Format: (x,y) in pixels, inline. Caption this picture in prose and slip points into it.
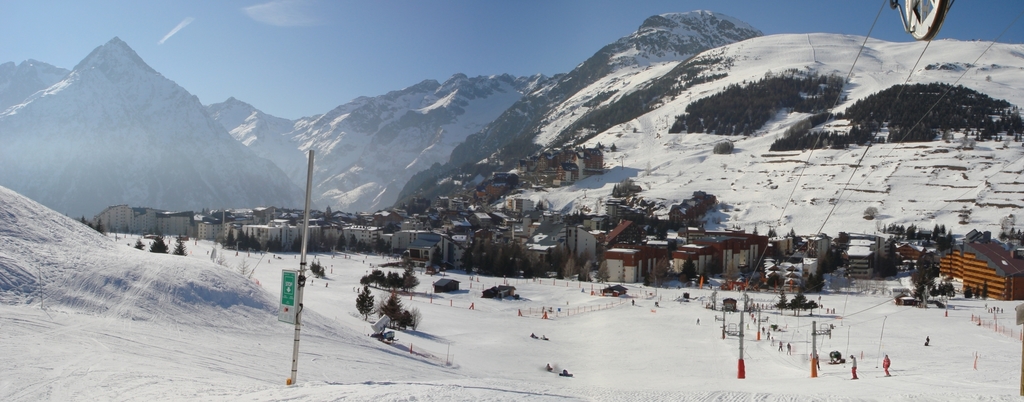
In the image we can see the ground (337,330) is covered with snow (583,373) and people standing on the ground (574,340). There are lot of trees (542,264) and there are buildings (450,240). Behind there are mountains (616,171) which are covered with snow (821,179) and there are wires (813,243) attached to the pole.
